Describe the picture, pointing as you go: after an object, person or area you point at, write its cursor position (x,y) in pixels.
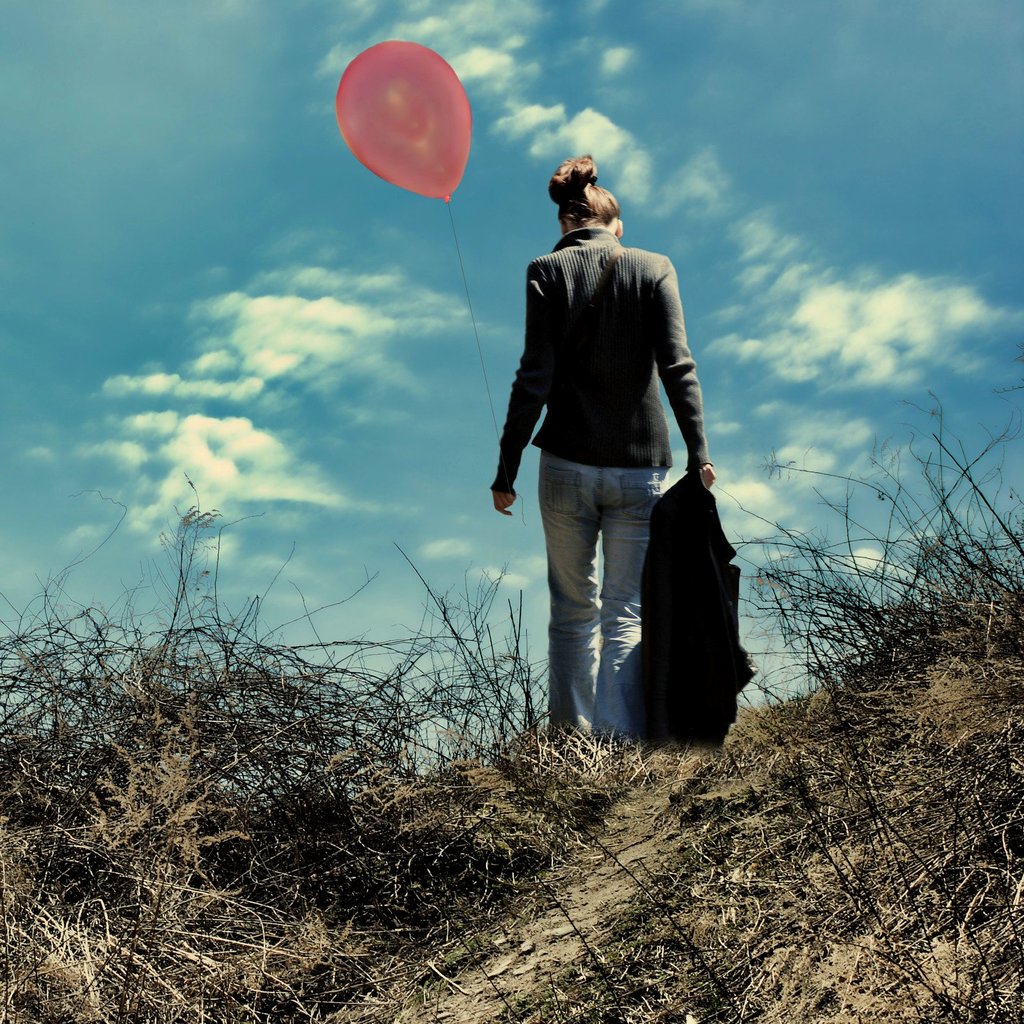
In this picture we can see a woman (572,388) holding a red balloon (442,171) in her left hand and a black jacket (677,518) in her right hand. We can also see a cloudy blue sky (775,16) in the background (341,326).
